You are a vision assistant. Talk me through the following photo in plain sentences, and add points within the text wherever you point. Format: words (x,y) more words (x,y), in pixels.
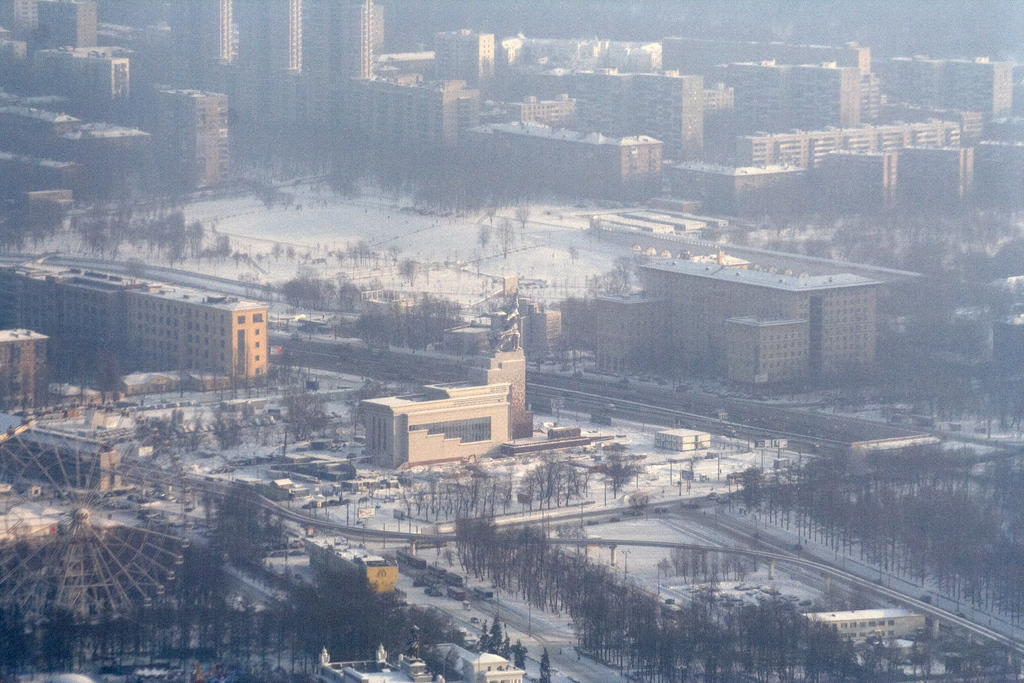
In this image at the left side (186,546) there is a giant wheel (169,510) and in the center (527,371) there is a statue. There is snow (672,525) on the surface (687,532). In this image we can also see trees (739,631), buildings (783,323) and cars (423,569).
